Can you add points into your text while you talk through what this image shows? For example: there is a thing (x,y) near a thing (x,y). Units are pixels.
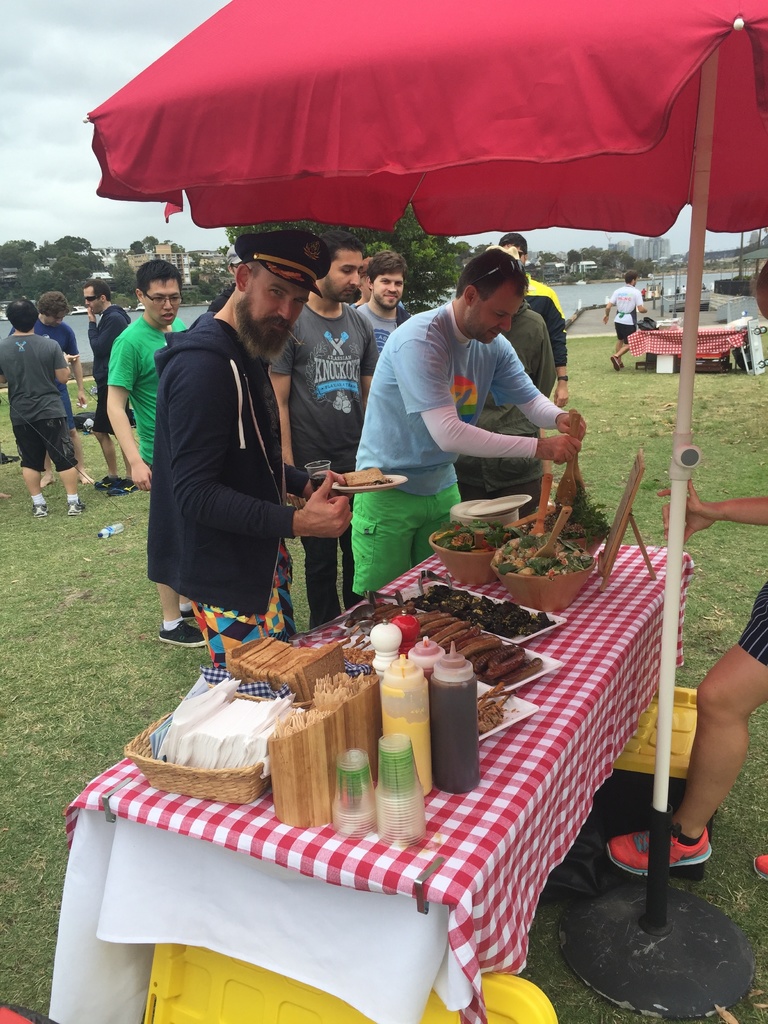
In this image there is a canopy (477,116), beneath the canopy (346,116) there is a table (330,852). On the table (300,840) there are tissues (268,708) in a basket (183,770), sticks (325,707), bottles (390,688) and a few other objects (565,596) on the table (640,608). On the right side of the image (713,768) there is a person (766,690) standing on the surface (742,911) of the grass (751,920), on the left side of the image (114,364) there are few people (333,279) standing in front of the canopy (650,912), in them one is holding a plate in his hand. In the background (732,331) there is another table (654,344) with some objects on it and there is a person (622,307) running, there are few objects (756,357) on the surface (45,548). In the background (34,273) there is a lake (73,303), trees (408,250), buildings (200,250) and sky (26,138).
